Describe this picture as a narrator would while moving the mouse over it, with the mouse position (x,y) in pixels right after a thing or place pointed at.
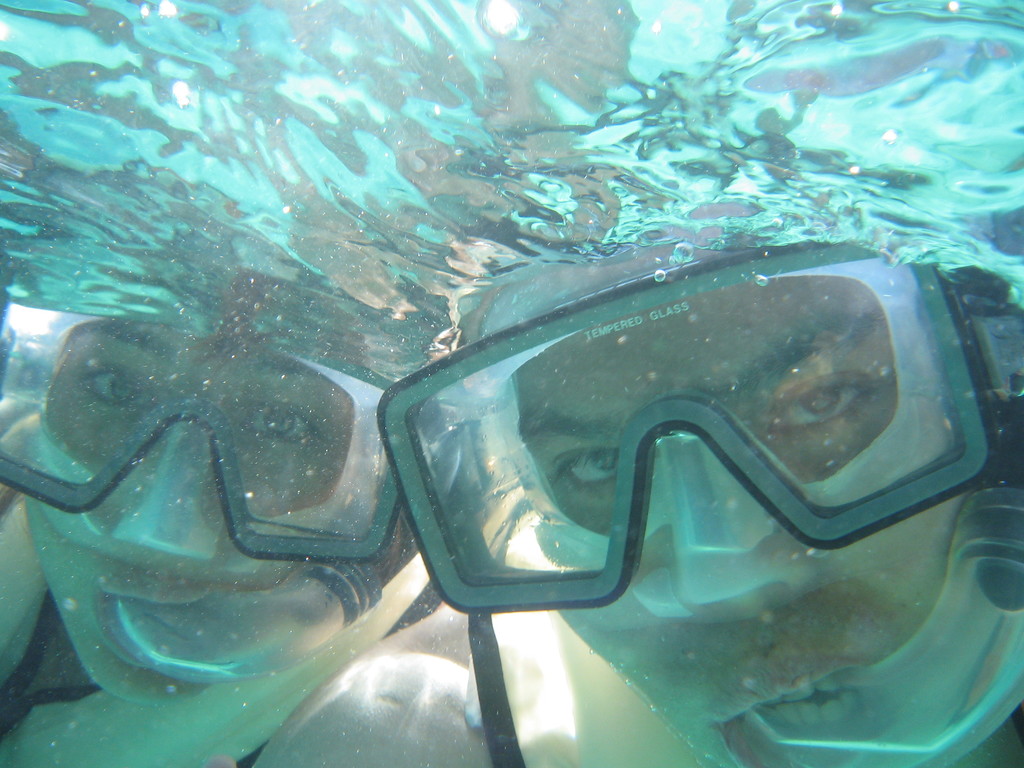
In this picture I can see two persons (689,646) under water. I can see swimming goggles (540,499).
